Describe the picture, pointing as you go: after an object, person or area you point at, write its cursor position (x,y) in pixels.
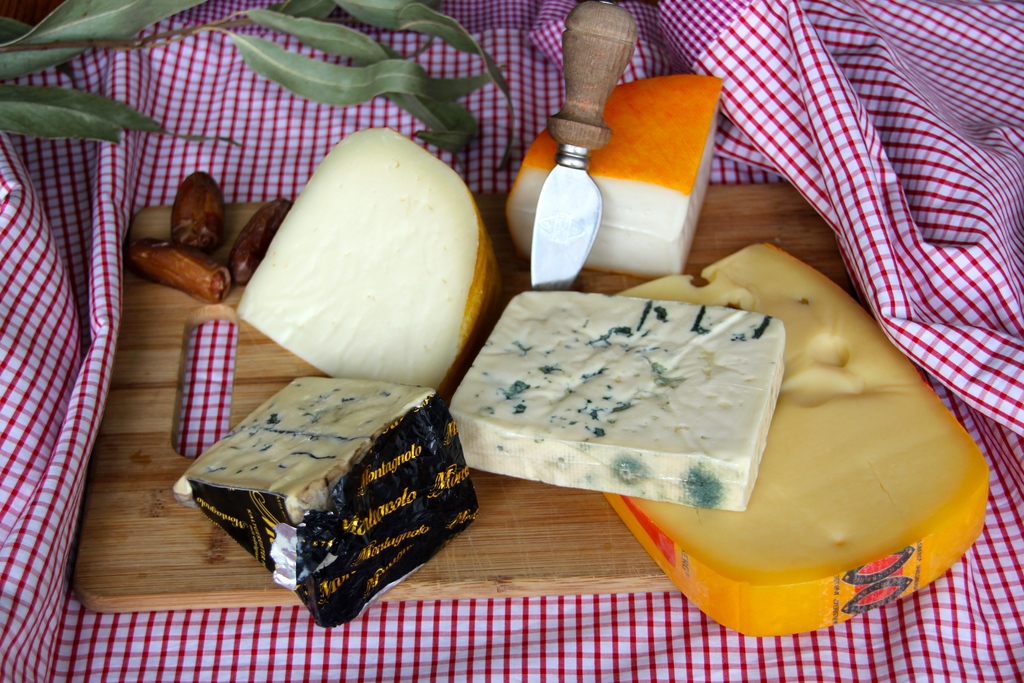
In this picture we can see a cutting board (204,552) on a cloth (882,200) with a knife (570,191) and food items (439,397) on it. In the background (91,116) we can see leaves (319,61).
